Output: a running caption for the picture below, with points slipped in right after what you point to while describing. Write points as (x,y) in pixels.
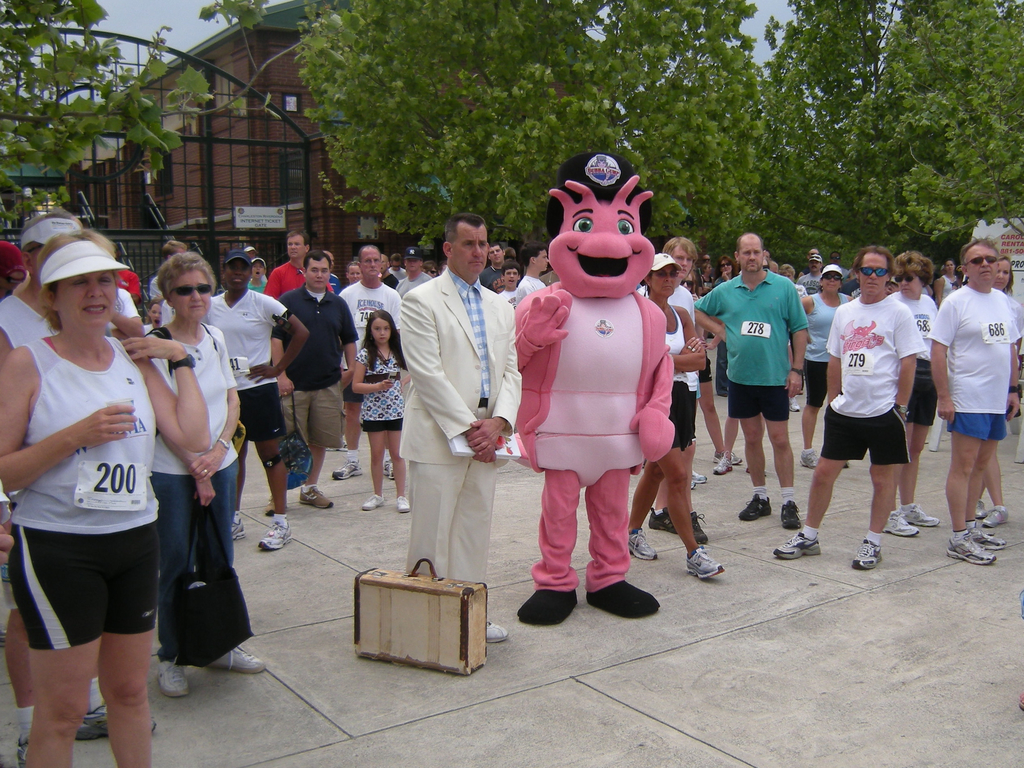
In this picture I can see group of people (418,362) are standing on the ground (767,460). I can also see a person (573,376) is wearing costume (578,409). Here I can see a suitcase (418,618) on the ground (510,621). In the background (535,124) I can see trees (494,125), buildings (272,152) and a gate (154,241). I can also see the sky (192,24).
